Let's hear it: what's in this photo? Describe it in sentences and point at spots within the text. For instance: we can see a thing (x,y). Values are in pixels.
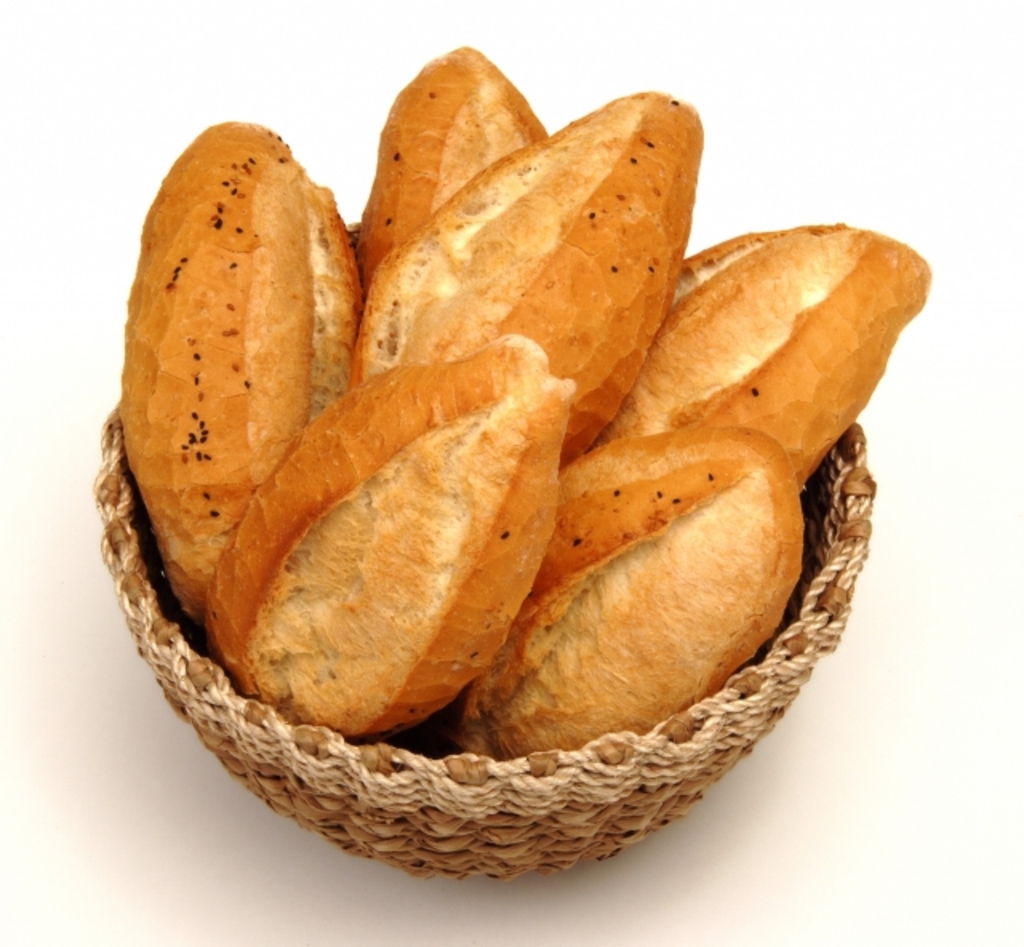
In this image there is a basket (560,802) with a few buns (438,533) in it.
